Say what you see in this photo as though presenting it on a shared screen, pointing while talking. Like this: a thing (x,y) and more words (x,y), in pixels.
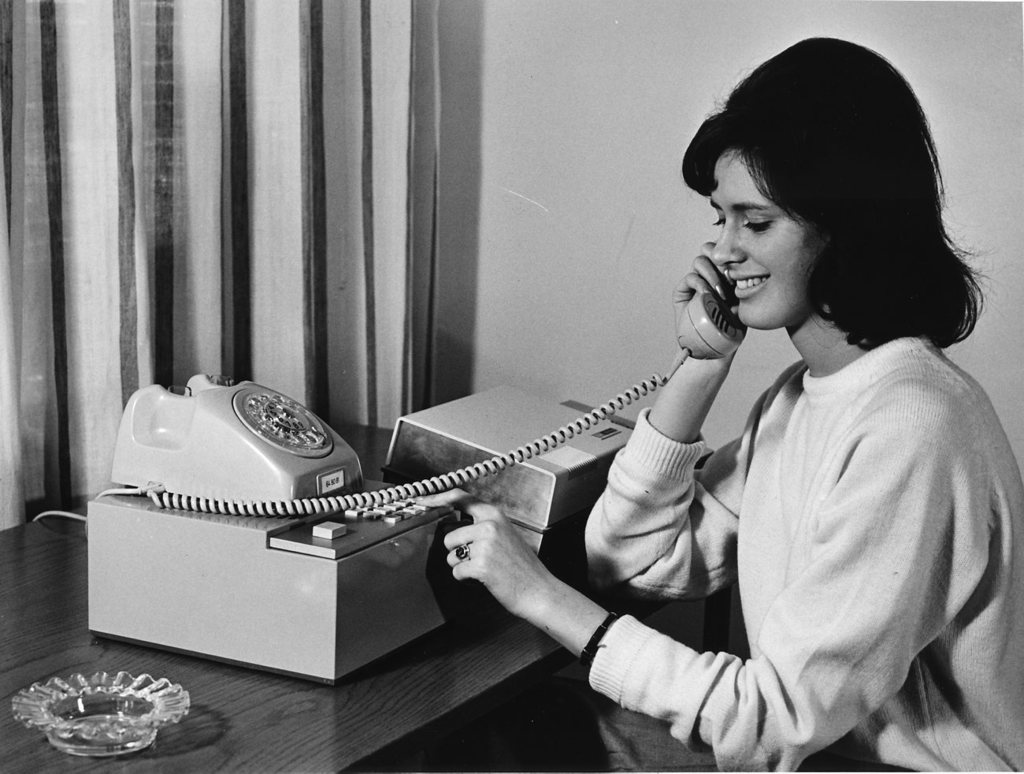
In this picture there is a old photograph of the woman (841,713), sitting on a chair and talking on the phone (149,485). In the front (290,681) we can see the table (248,682) with telephone (296,437) and ashtray (70,714). Behind there is a curtain (392,72) and wall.
